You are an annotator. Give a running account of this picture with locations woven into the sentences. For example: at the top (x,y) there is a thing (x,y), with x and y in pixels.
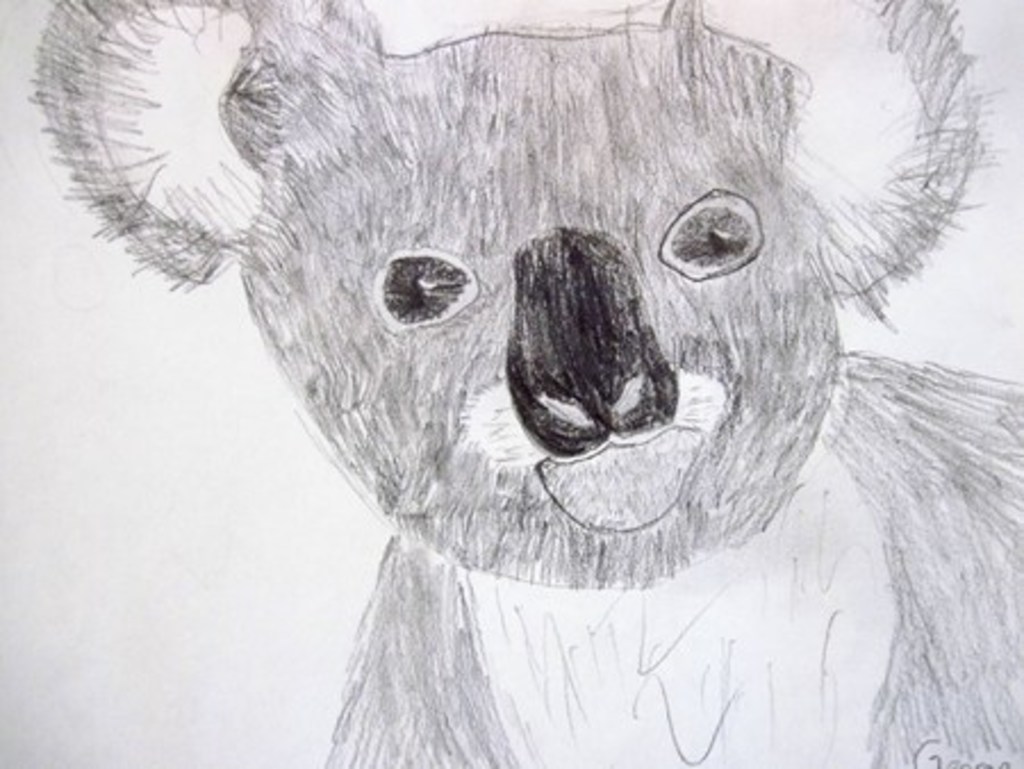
It is the drawing of a koala (732,381).
